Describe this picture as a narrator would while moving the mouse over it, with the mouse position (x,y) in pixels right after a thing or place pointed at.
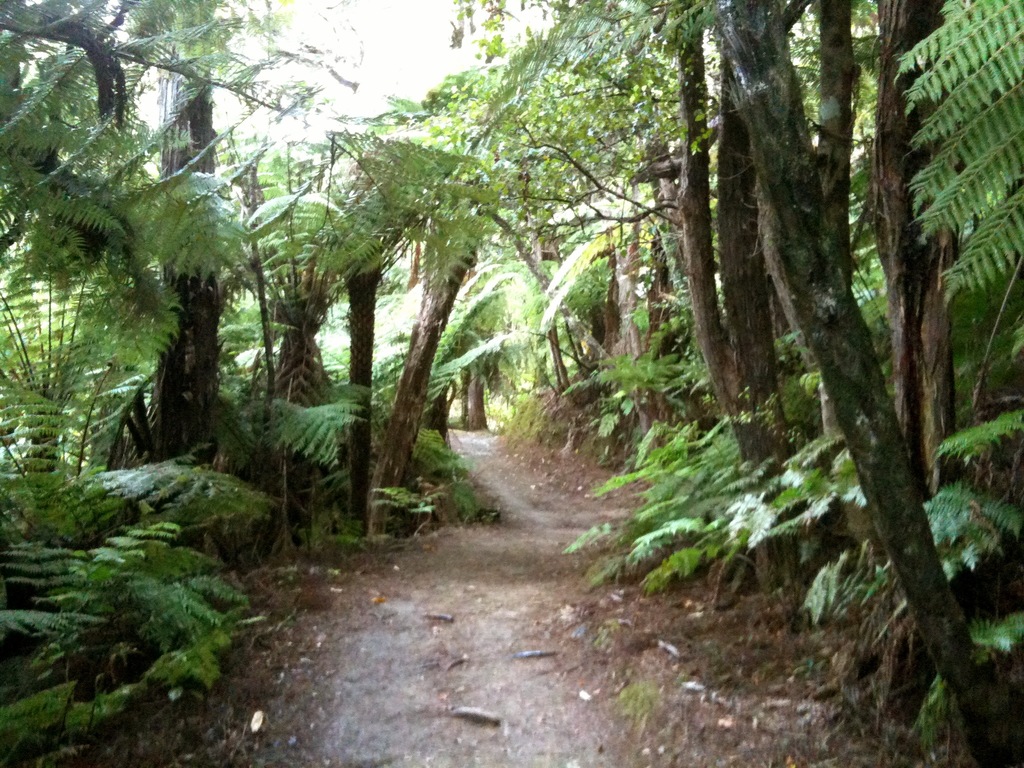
This picture is clicked outside the city. In the foreground (114,590) we can see the ground (552,634) and the plants (53,472). In the background (166,214) we can see the trees (841,170) and a path (488,436).
